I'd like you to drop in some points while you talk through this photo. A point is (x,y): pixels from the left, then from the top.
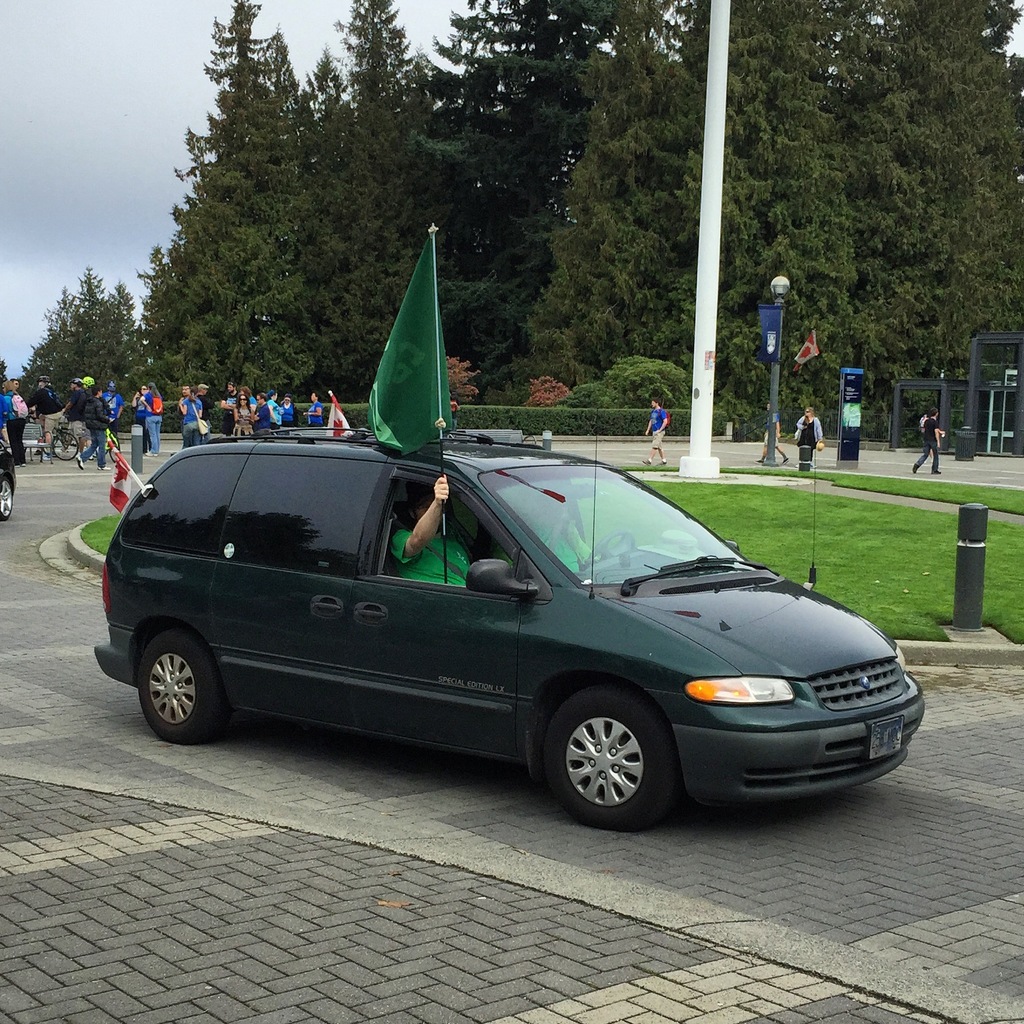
In this picture we can observe a car (347,524) which is in dark green color. There is a green color flag (402,401). We can observe white color pole (720,75) on the right side (713,312). There are some people (195,422) walking in this path (60,660). In the background (235,270) there are trees (367,202) and sky (109,116).
